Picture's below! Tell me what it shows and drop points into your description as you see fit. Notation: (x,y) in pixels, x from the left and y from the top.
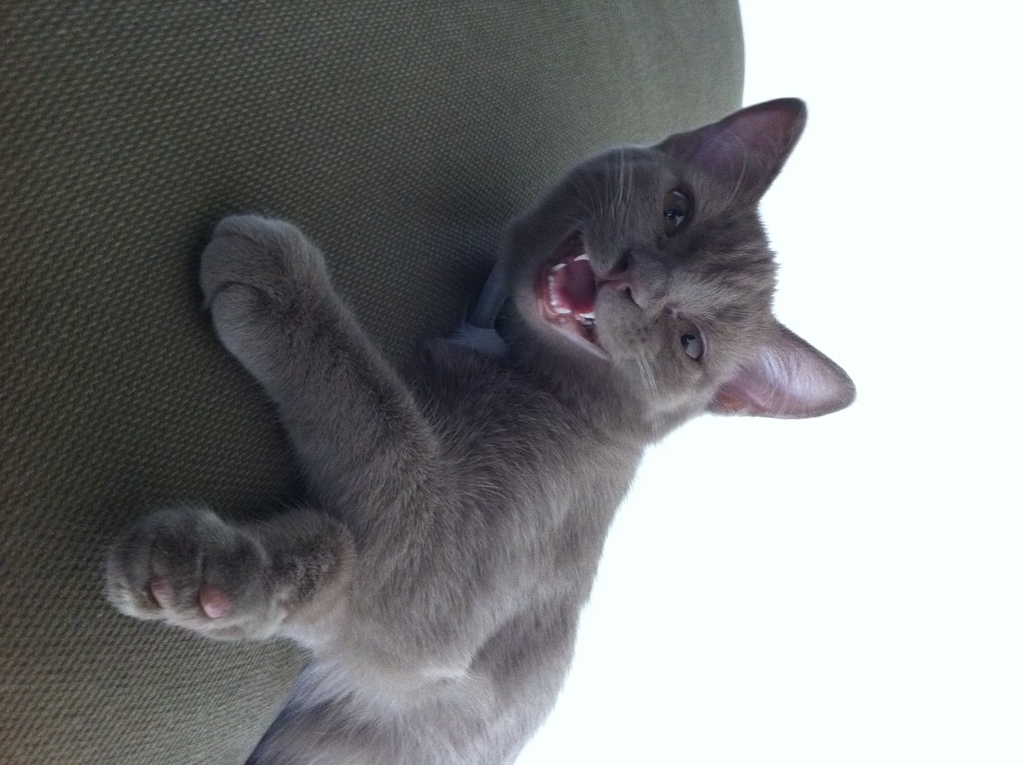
In this image we can see a cat (342,312) on the couch (413,125), and the right side of the image (704,524) is white in color.
